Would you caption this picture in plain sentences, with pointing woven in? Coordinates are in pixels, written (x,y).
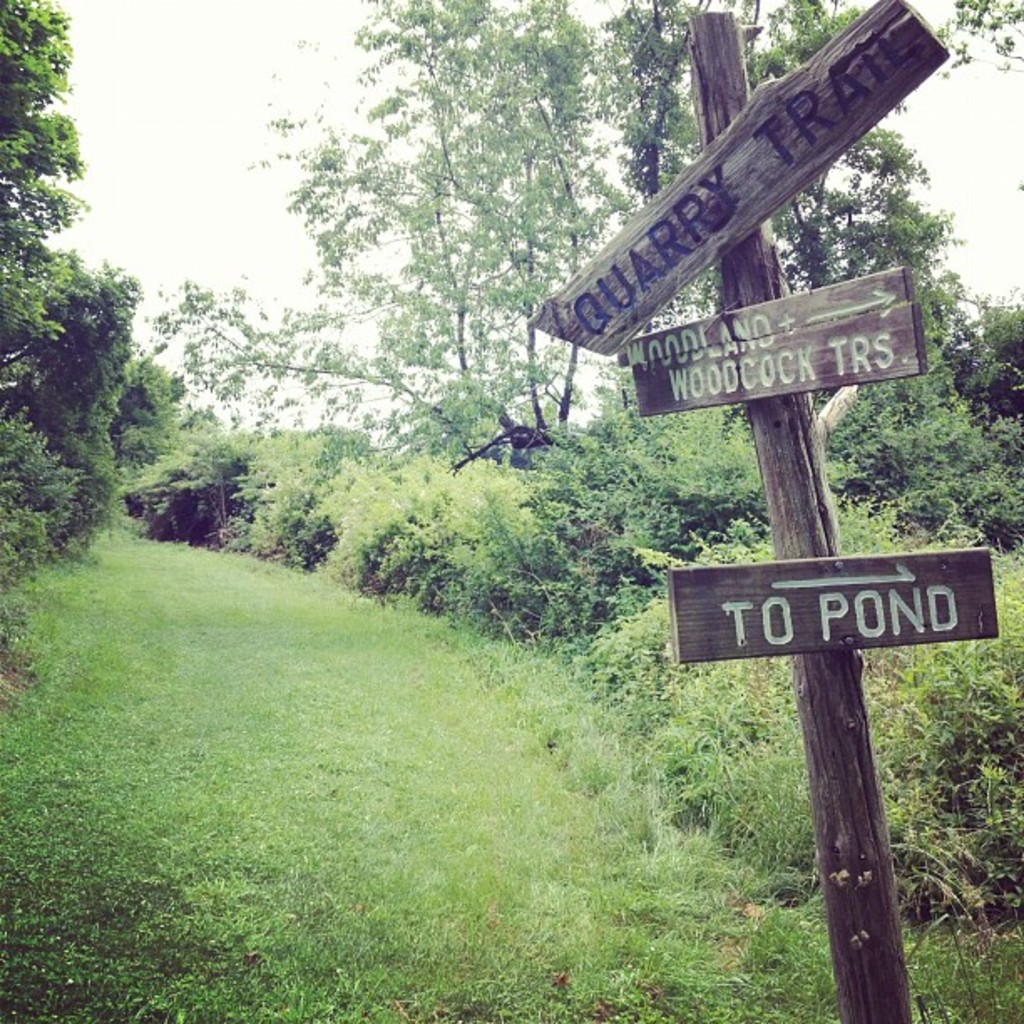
In this image I can see a wooden log (717,14) to which I can see few boards (929,605) attached, some grass (284,649) and few plants (550,612). In the background (384,49) I can see few trees (439,198) and the sky (308,174).
